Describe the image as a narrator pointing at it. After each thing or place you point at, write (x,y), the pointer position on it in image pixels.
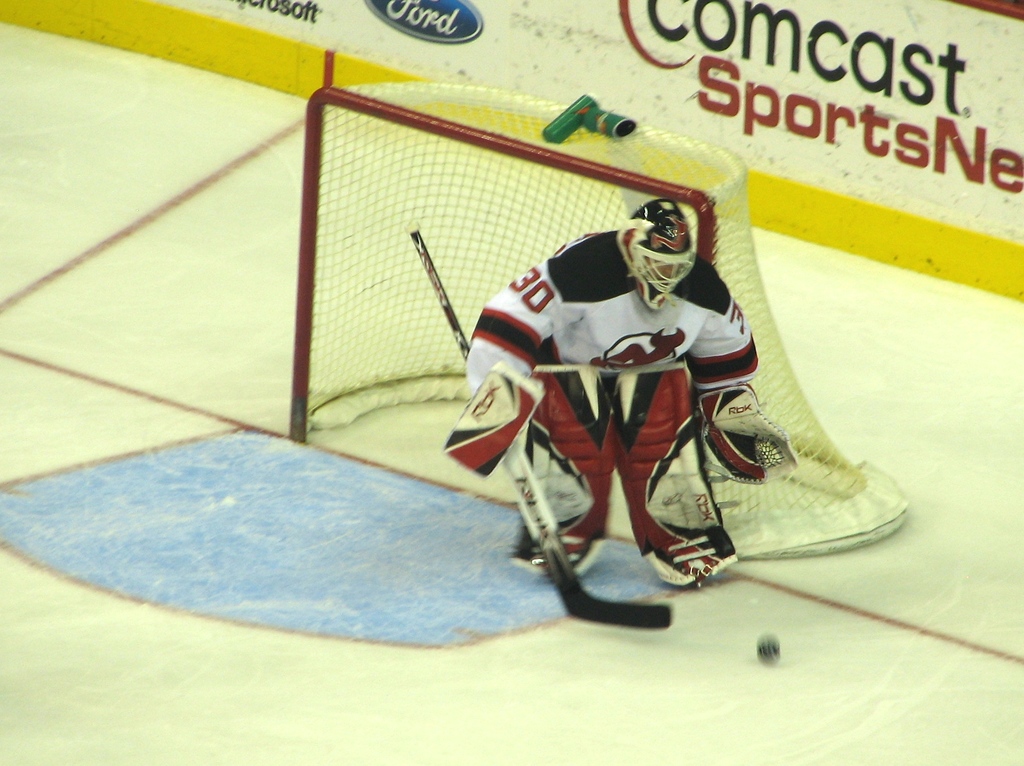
In the center of the image (620,275) there is a person's (562,281) standing on the ice (657,673) holding a stick (618,622). In the background (543,159) there is net (676,175) and wall (648,95).
